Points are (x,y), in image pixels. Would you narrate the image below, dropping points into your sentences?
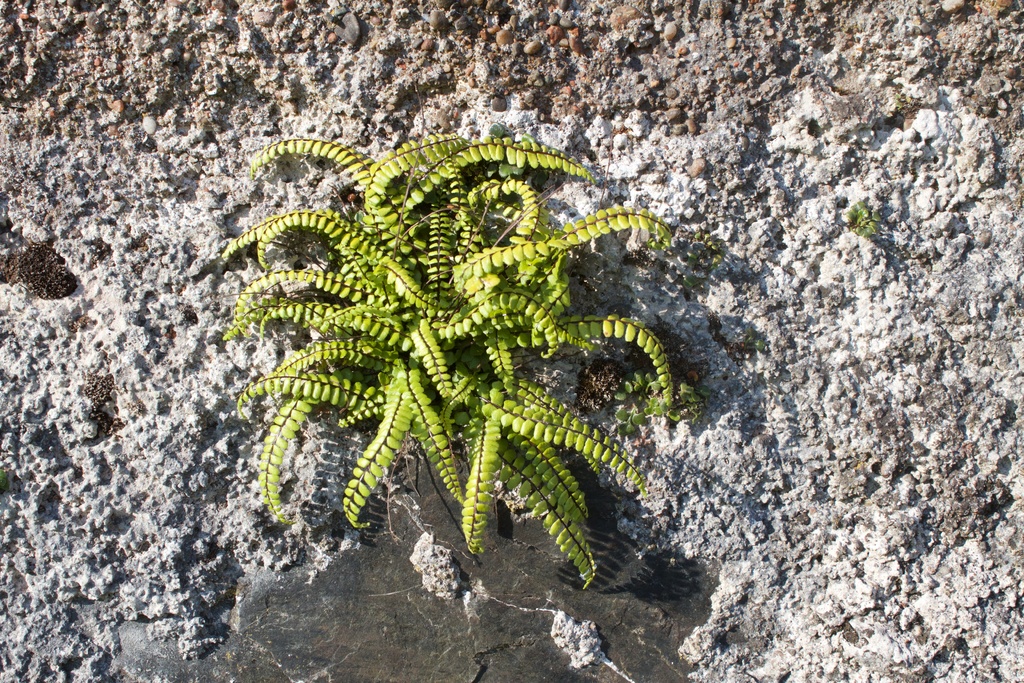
In this image we can see a plant (570,432) with small leaves (351,415) on the surface (62,391).
